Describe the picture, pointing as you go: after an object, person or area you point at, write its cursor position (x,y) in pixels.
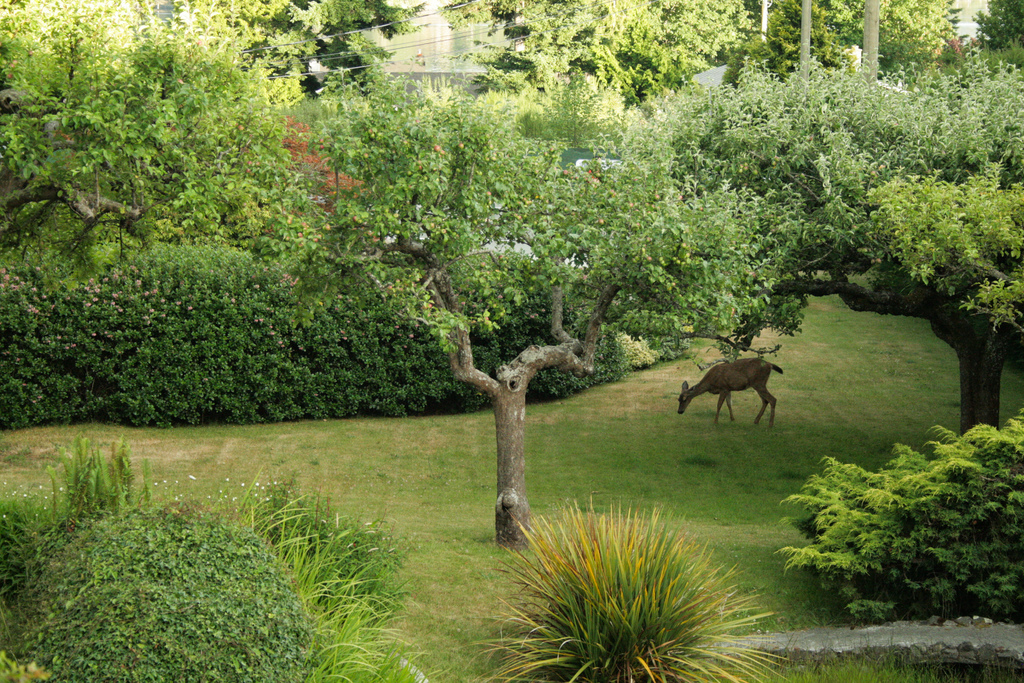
In this image there is grass (714,520) and some plants (663,639) and there is one deer (721,403). In the background (874,28) there are buildings (421,41), trees (508,191) and some plants (540,89) and poles (804,28).
